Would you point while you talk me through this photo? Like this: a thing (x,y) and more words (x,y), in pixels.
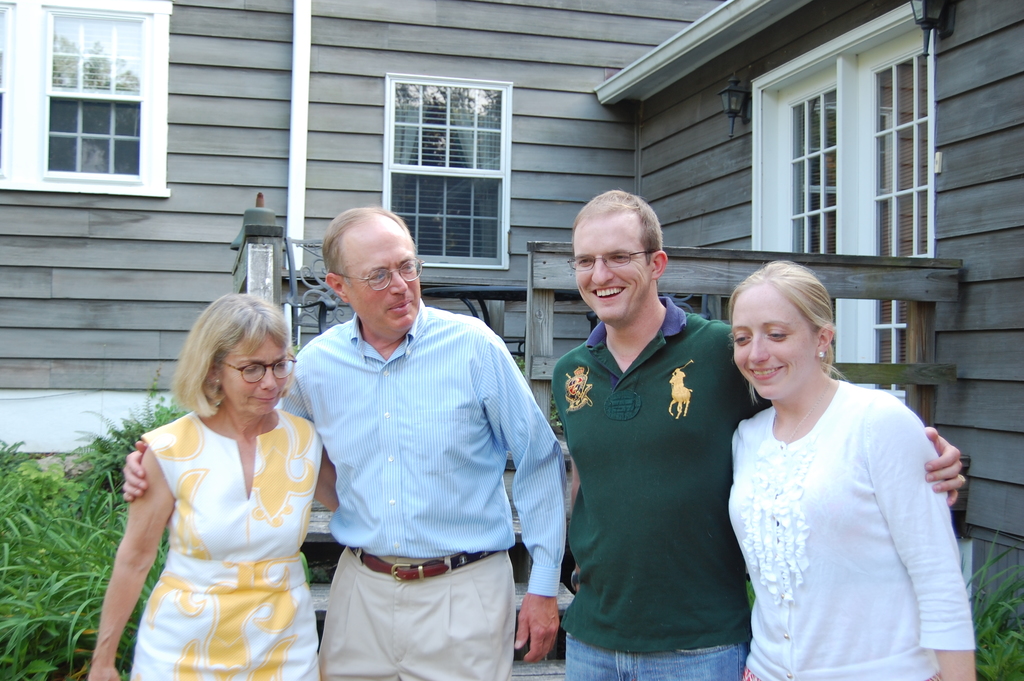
In this picture we can see some people (494,476) are standing in front of the house (965,449) and talking each other.
